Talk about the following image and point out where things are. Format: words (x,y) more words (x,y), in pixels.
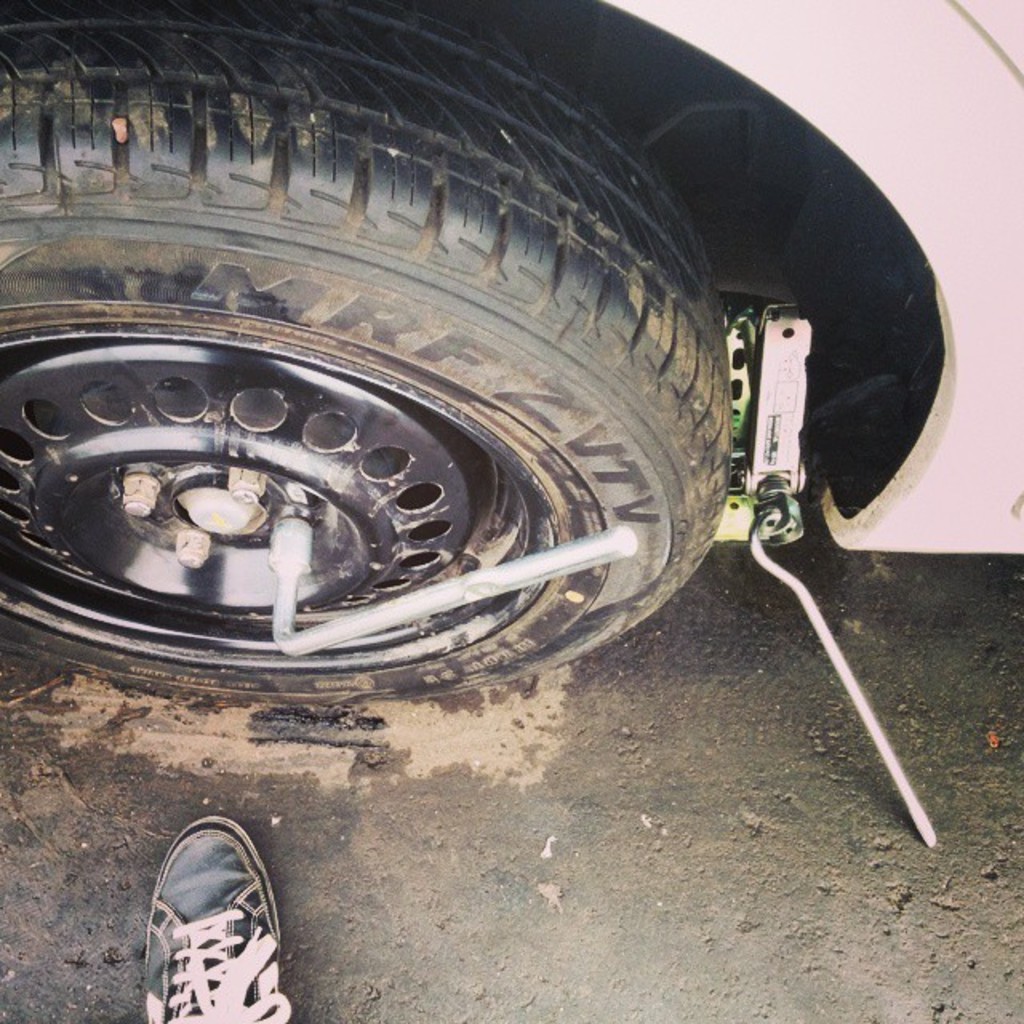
In the image there is a wheel (223,196) of a vehicle (683,411) and in front of the wheel (690,390) there is a truncated shoe (234,950).
